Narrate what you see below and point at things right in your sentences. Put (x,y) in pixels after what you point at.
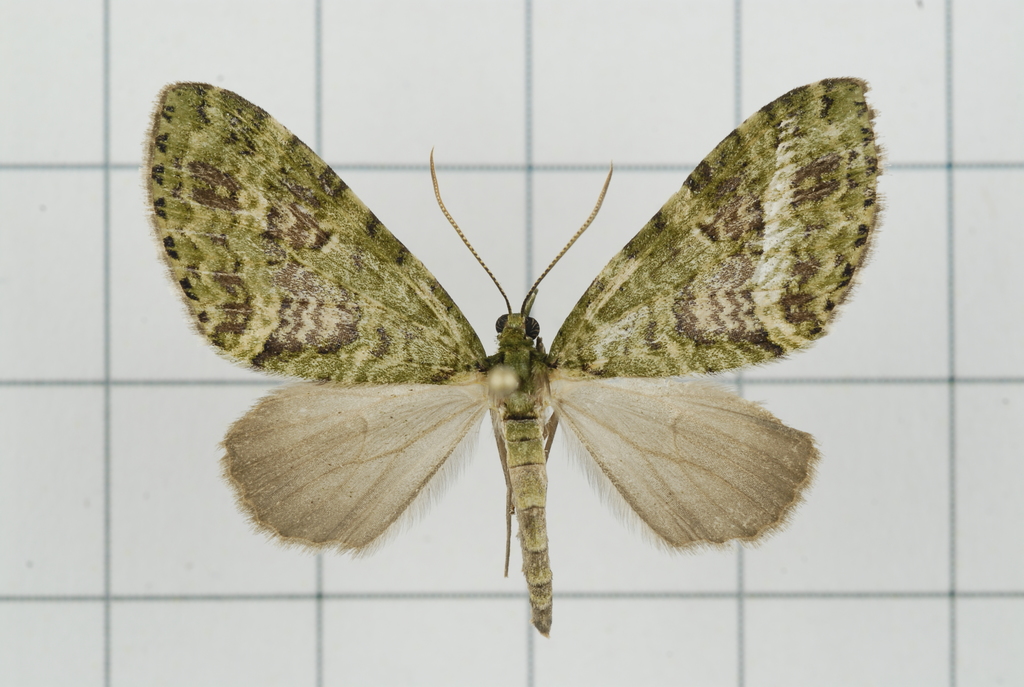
In this picture we can see a moth (360,226) with green color wings (714,267) and in the background (392,139) we can see a grid (235,402).
